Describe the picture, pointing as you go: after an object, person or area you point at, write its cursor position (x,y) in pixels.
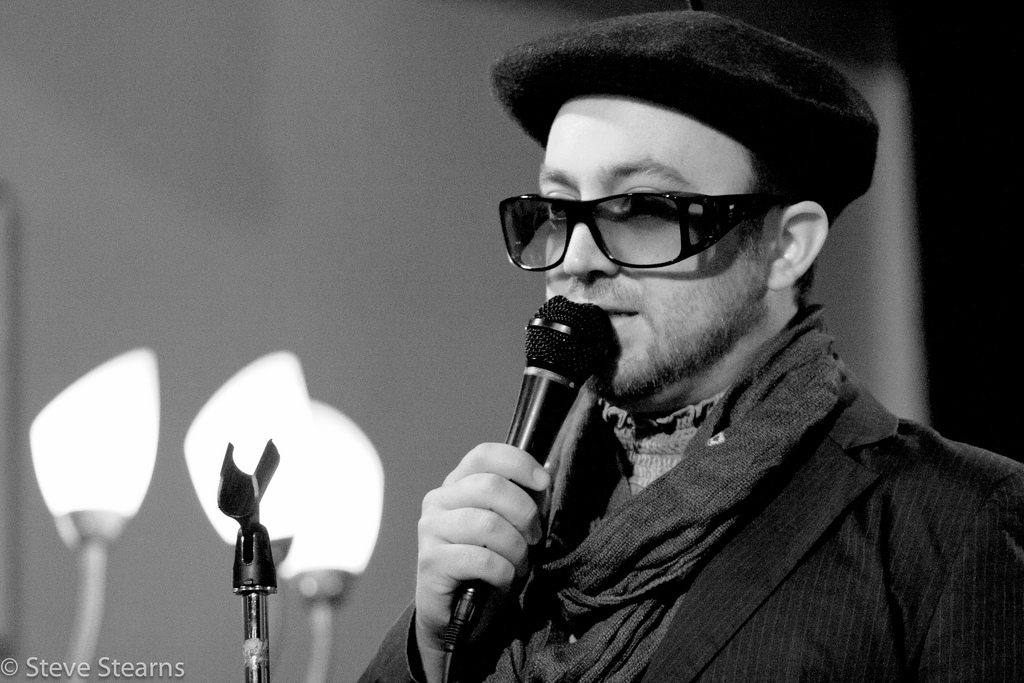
In this picture we can see man (744,434) wore scarf (659,509), blazer (923,504), cap (630,50), goggle (670,218) and holding mic (521,400) in his hand (492,495) and talking and beside to him we can see lights (273,530), stand (255,511), wall (292,304).
